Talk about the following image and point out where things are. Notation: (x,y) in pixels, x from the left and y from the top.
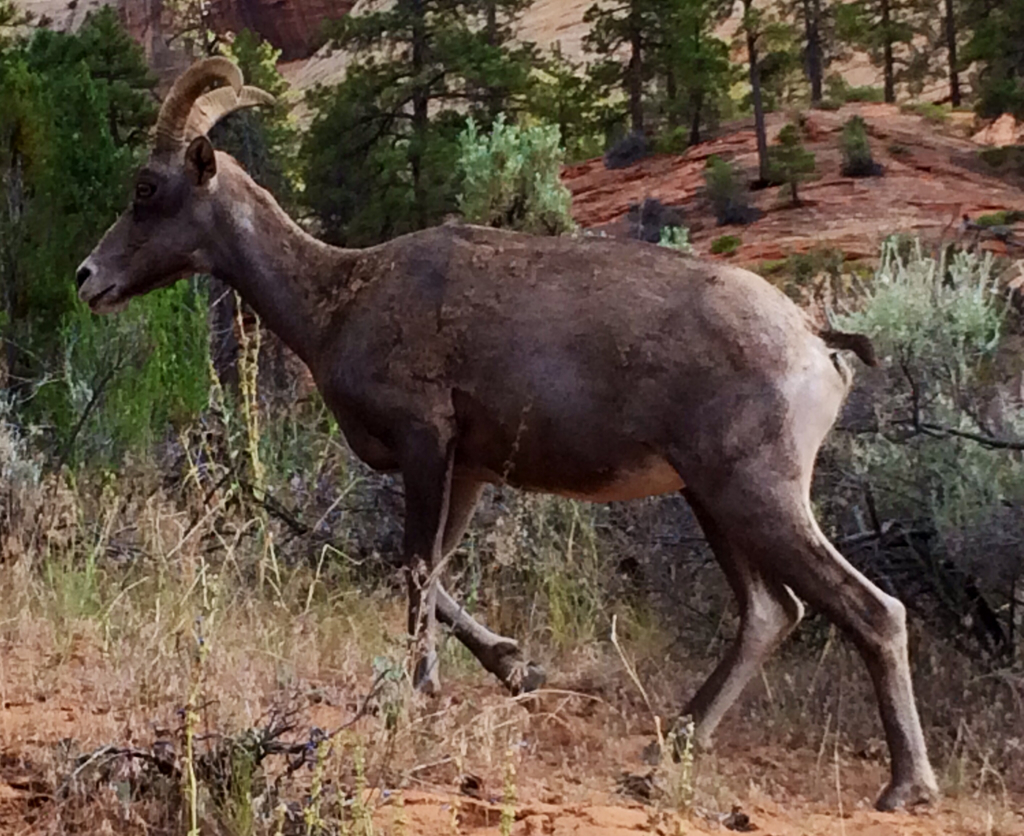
This image is a photo where we can see an animal (434,412) is walking on the ground (441,751). In the background (137,123), we can see trees (147,109) and stone hills (956,167).
